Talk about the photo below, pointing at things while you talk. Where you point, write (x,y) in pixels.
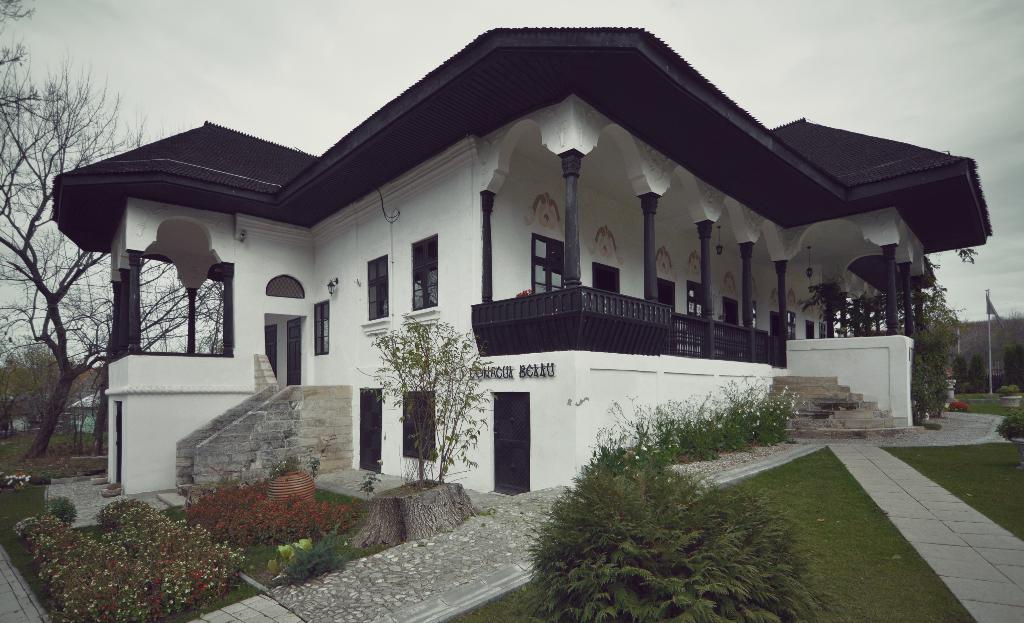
In this image in the front (645,511) there are plants (644,509). In the center (662,389) there is grass (813,473) on the ground (705,479) and there are plants (643,433) and there is a building (293,305). In the background (997,343) there are trees (26,360) and there is a flag (991,322) and the sky (266,66) is cloudy.
